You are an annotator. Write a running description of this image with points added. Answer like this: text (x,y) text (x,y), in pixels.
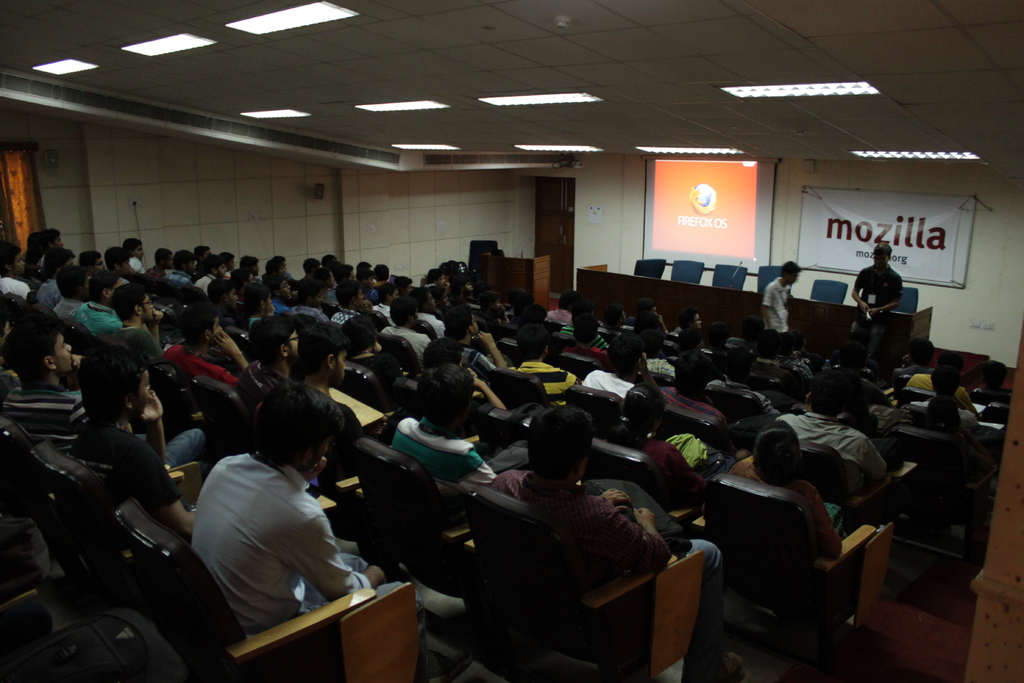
As we can see in the image there is a screen (760,215), white color wall (1003,318), banner (896,206), chairs (677,274) and tables (697,290) and many people (636,331) sitting on chairs (824,464).
